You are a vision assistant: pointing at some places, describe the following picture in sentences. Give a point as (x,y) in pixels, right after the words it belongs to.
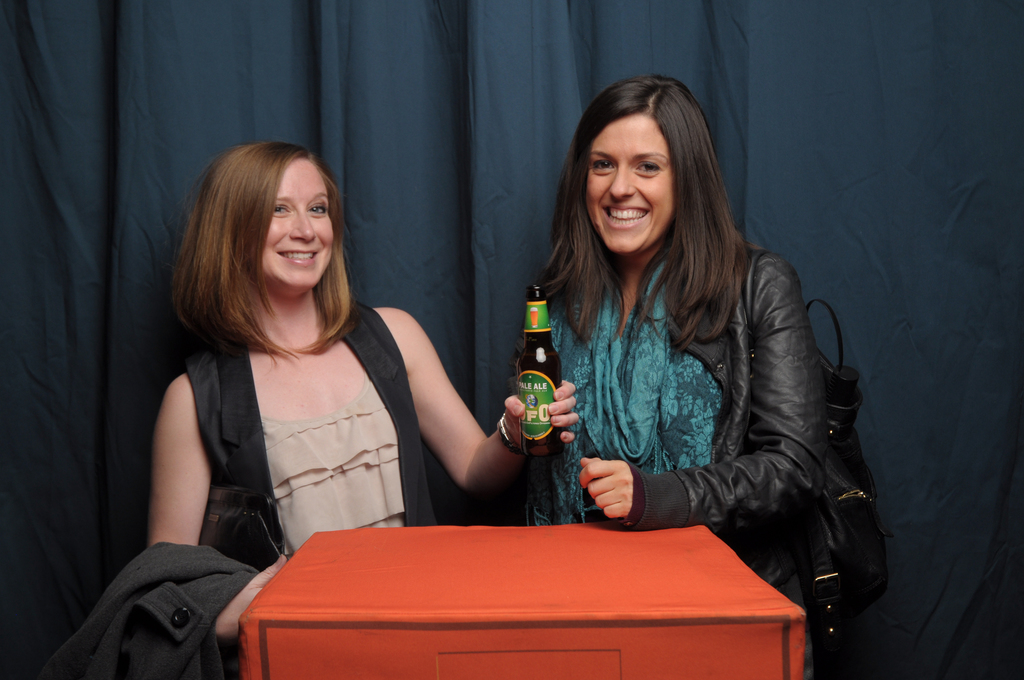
In this image in the center (428,375) there are two women (264,415) who are standing and one woman (767,444) is wearing a bag (857,505) and one woman (490,445) is holding a bottle (537,395), in the background (887,435) there is a curtain (113,353). At the bottom (477,627) there is one box (637,652).
